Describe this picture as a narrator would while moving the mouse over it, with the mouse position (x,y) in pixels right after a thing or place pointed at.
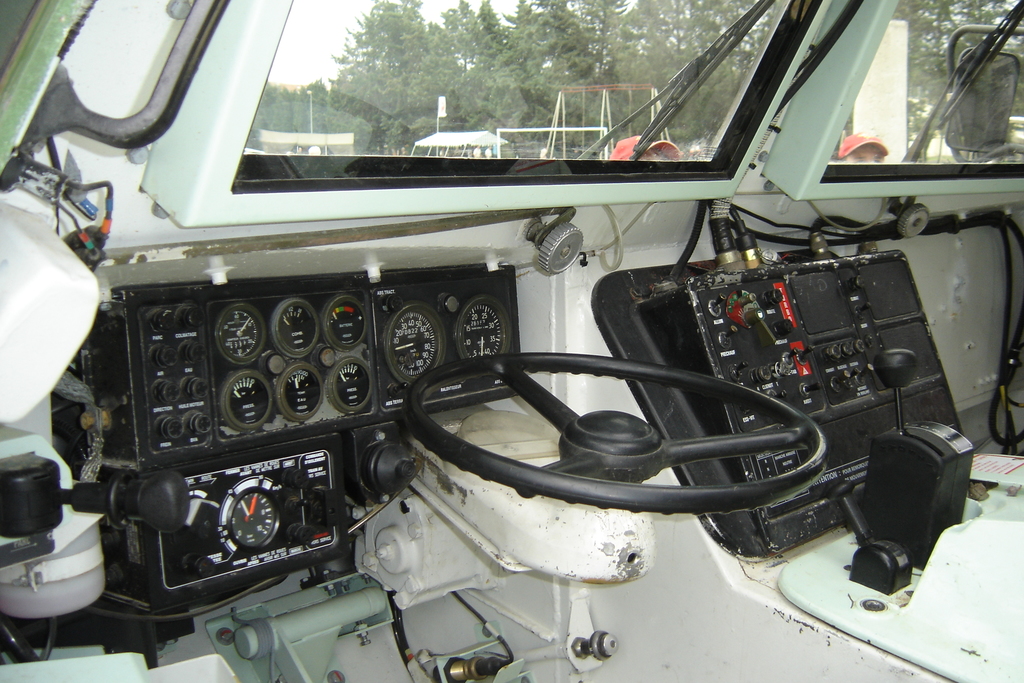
In this image we can see the interior (484,332) of a vehicle (759,316) and also we can see some parts (723,487) like steering wheel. In the background (545,47), we can see some trees (505,44) and there is a tent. We can see two persons (875,155) standing outside of the vehicle (335,163).
